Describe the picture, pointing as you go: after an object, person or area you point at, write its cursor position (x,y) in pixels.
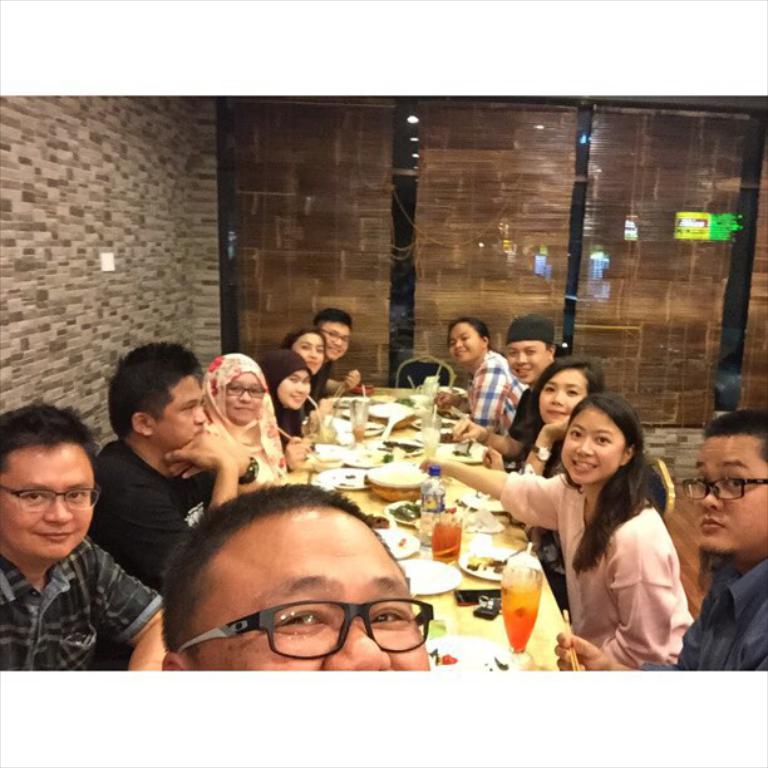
In this image we can see a group of people (358,514) sitting on the chairs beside a table (468,542) containing some glasses (447,521), bottles (424,515), bowls (403,491) and some plates (451,570) on it. On the backside (437,300) we can see an empty chair (439,364) and a wall (203,201).
